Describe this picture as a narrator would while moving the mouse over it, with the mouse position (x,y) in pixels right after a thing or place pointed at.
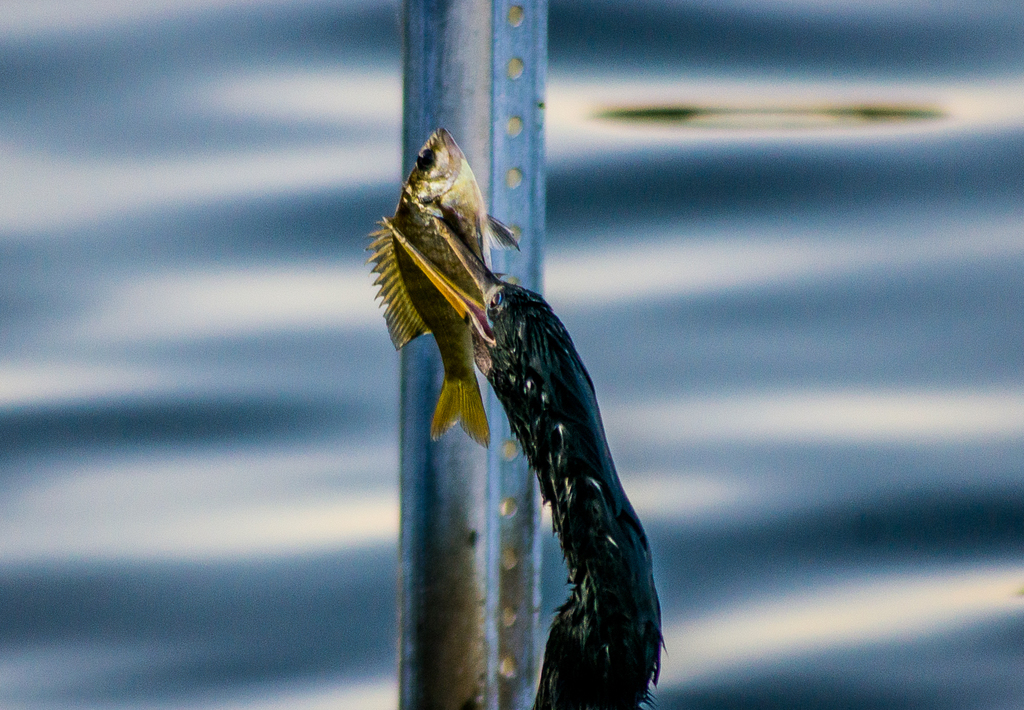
In this image, we can see an animal (618,528) holding a fish (425,242) in the mouth (458,309), there is a blur background (747,359).
